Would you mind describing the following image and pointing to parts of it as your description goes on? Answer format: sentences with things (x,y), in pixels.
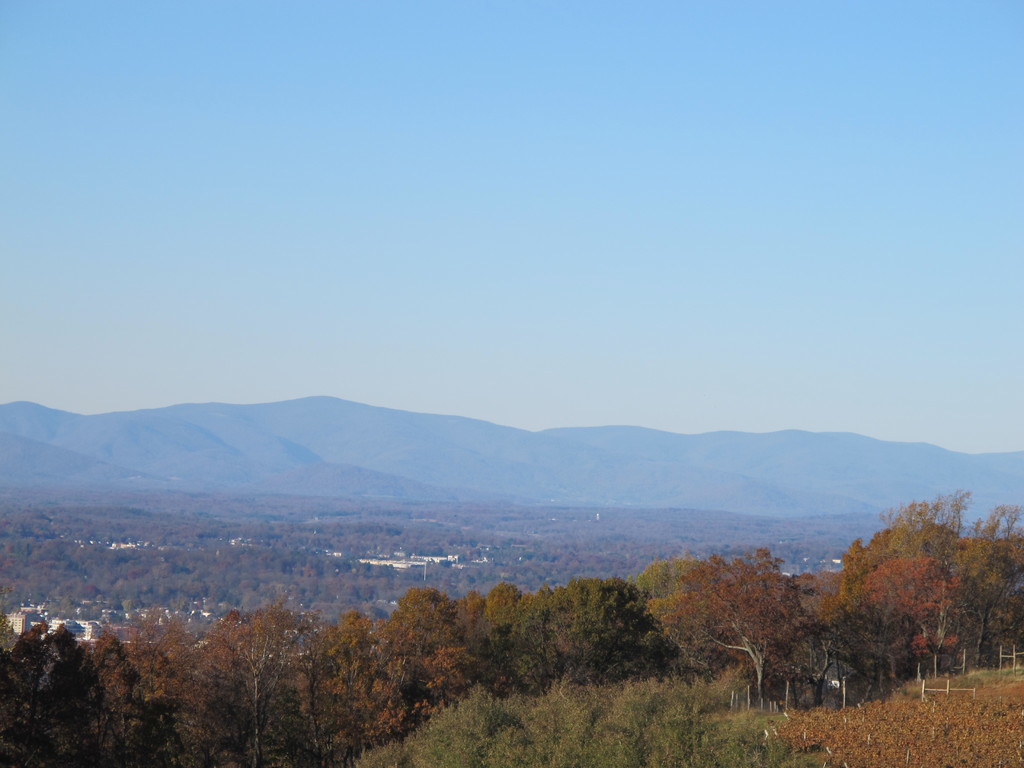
In this image I can see the ground (882,738), few poles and few trees (502,680) which are green and orange in color. In the background (394,560) I can see few trees (279,520), few buildings (412,563), few mountains (557,438) and the sky (562,282).
